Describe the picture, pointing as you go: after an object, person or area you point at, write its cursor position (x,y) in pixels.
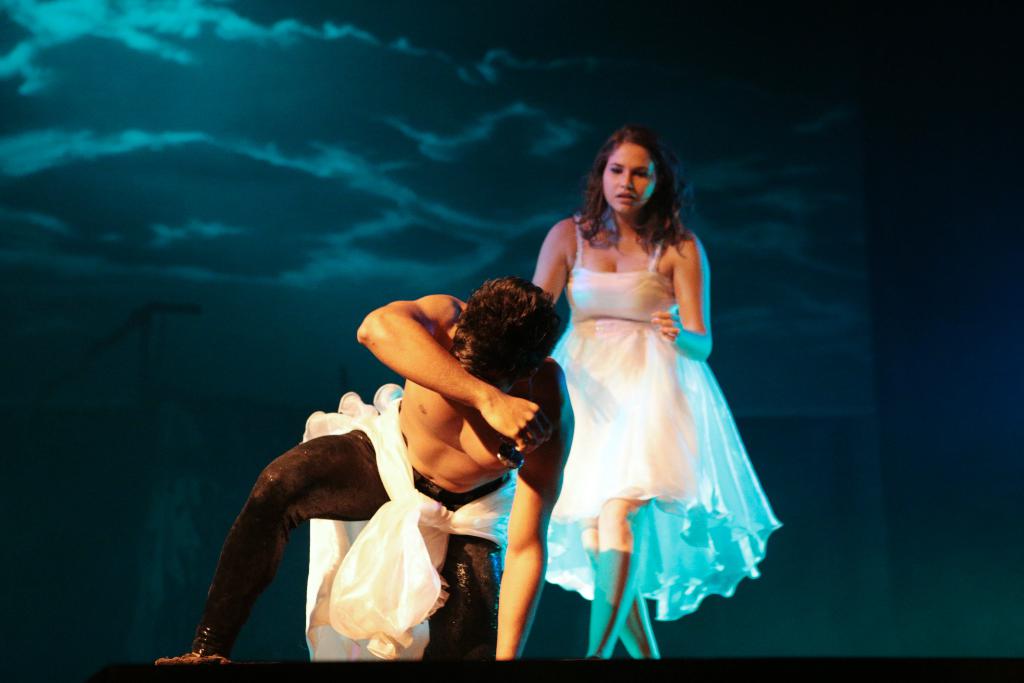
In this picture there is a woman (626,345) who is wearing white dress (696,443). At the bottom (535,577) there is a man (516,515) who is wearing black trouser (259,489). Both of them were doing the drama on the stage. In the back (680,148) I can see the projector screen (439,251) which showing the sky (448,195) and clouds (455,143).
